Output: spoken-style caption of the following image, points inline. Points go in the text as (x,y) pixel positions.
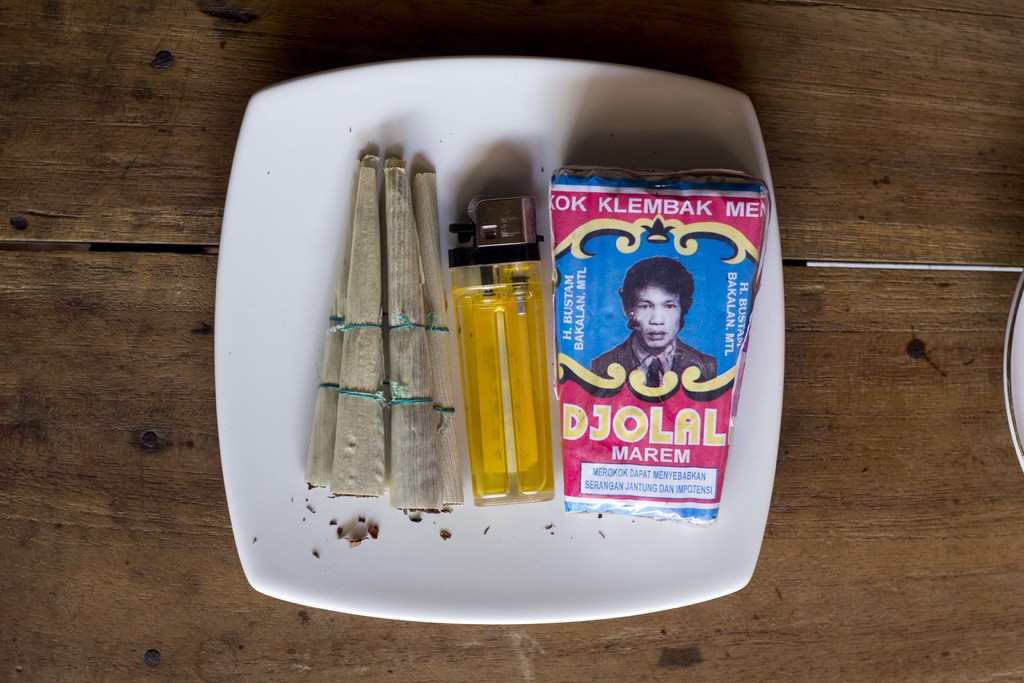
In the center of this picture (409,338) we can see a white color plate (256,235) containing a lighter (500,328), cigars (416,475) and a packet of some object (640,313) and we can see the text (575,202) and the depiction of a person (659,327) on the packet (655,262). In the background (941,202) we can see the wooden table (131,226). In the right corner (1023,348) there is an object (1022,368).
